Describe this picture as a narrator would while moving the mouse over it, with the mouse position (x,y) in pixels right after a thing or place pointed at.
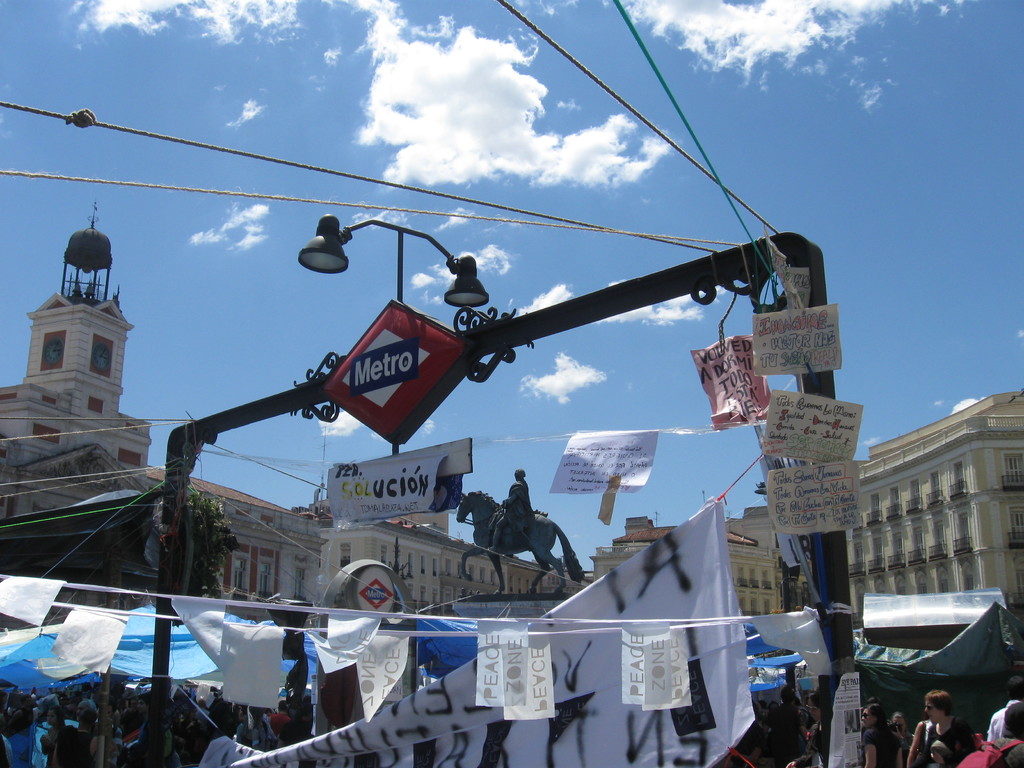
In the image we can see buildings (530,582) and there are people (114,715) wearing clothes (87,741). Here we can see decorative papers (346,616) and the boards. We can even see a sculpture (499,516) and the cloudy sky (545,180). Here we can see the banner (517,744), poles (492,317) and ropes (127,427).
